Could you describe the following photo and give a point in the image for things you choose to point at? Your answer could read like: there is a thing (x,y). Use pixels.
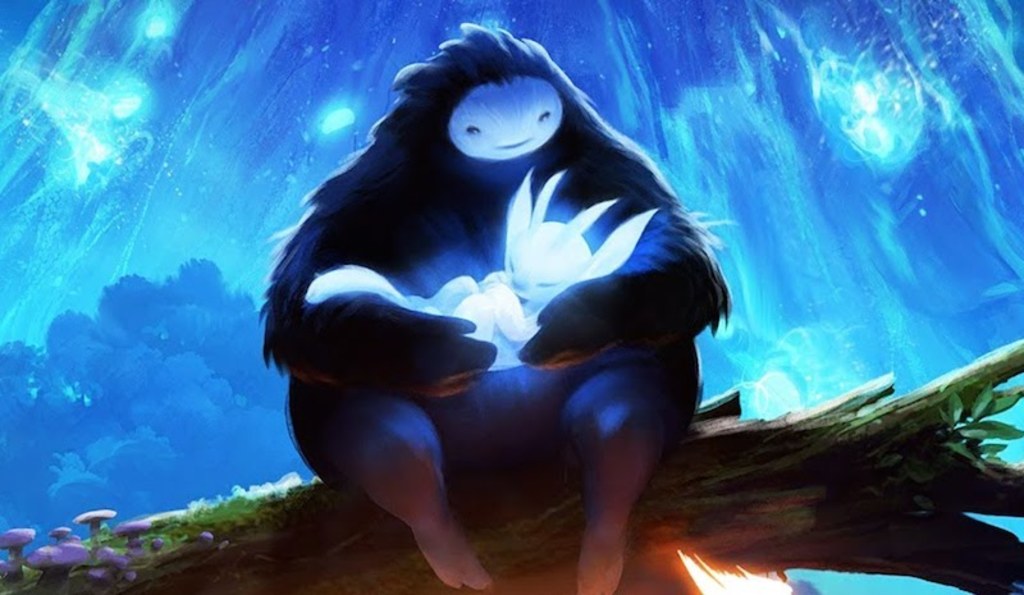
It is an animated image its looks like an alien (630,325) in the foreground (491,467). And the background is colored.
